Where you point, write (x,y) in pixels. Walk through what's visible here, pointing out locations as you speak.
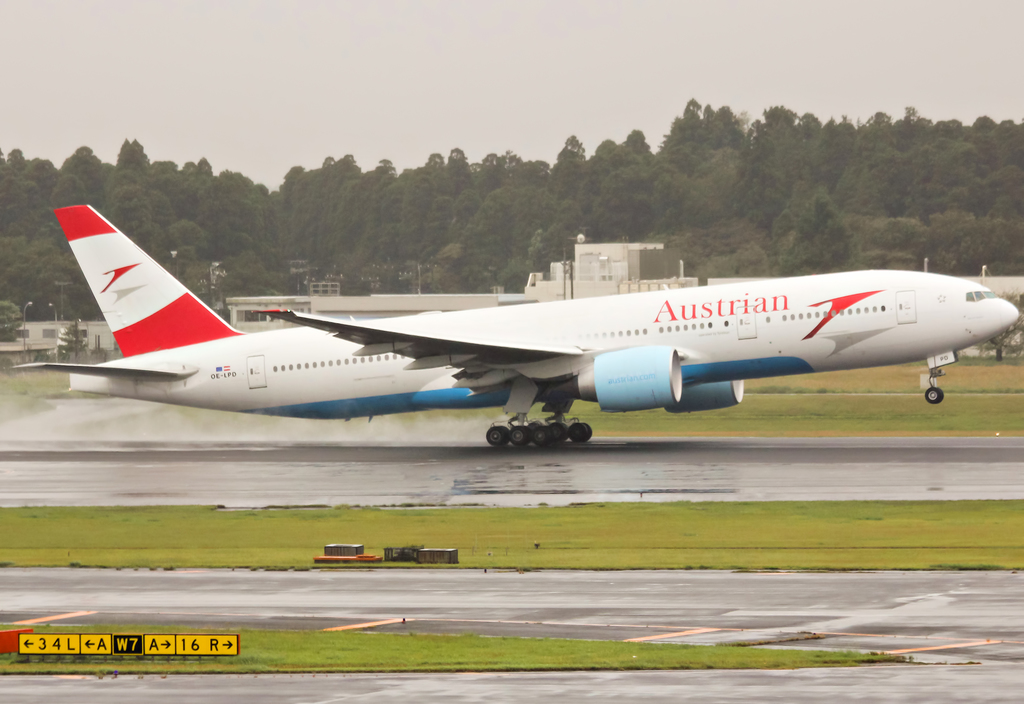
This is an outside view. Here I can see an aeroplane (552,362) on the road (540,473). On both sides of the road (736,484) I can see the grass (684,510). At the bottom (198,645) there are few objects (101,645) placed on the ground (333,644). In the background (378,274) there are few buildings (562,293), trees (344,274) and poles (49,304). At the top of the image (276,59) I can see the sky (351,57).
